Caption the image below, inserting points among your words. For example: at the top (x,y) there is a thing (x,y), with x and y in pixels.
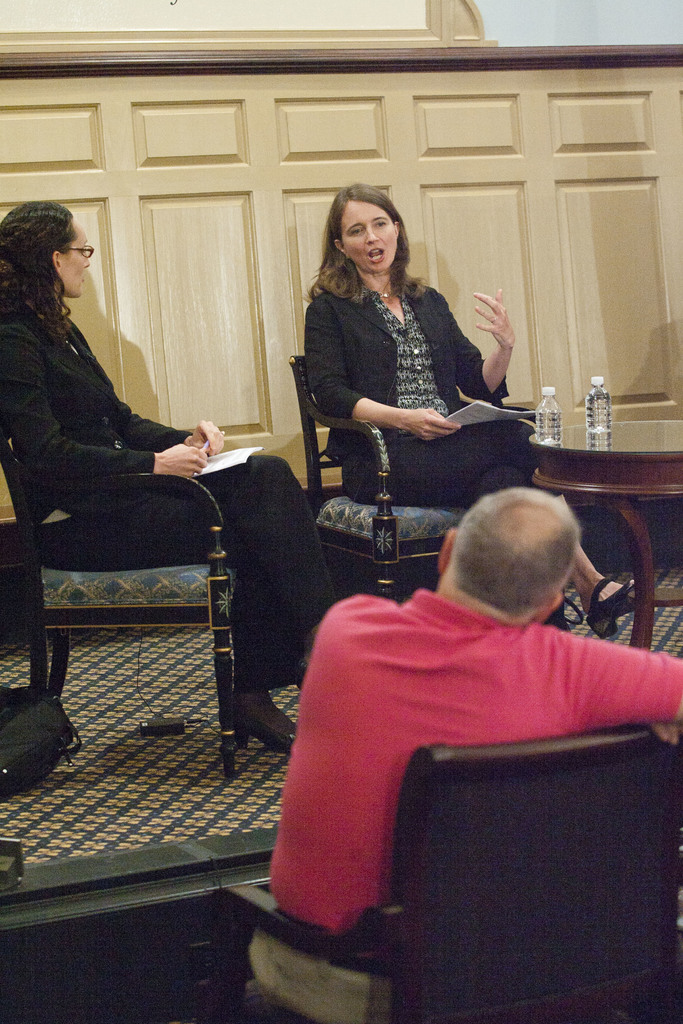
In this picture there are two ladies (381,376) with black jacket (381,401) is sitting on a chair (195,573). And to the right bottom (524,685) there is a man (405,685) with pink t-shirt (399,746) is sitting on a chair (466,771). In front of them there is a table (627,438). On the table (631,442) there are two bottles (596,432). In the background (478,190) there is a wall (267,173). And to the left bottom (53,712) there is a bag (51,758).
